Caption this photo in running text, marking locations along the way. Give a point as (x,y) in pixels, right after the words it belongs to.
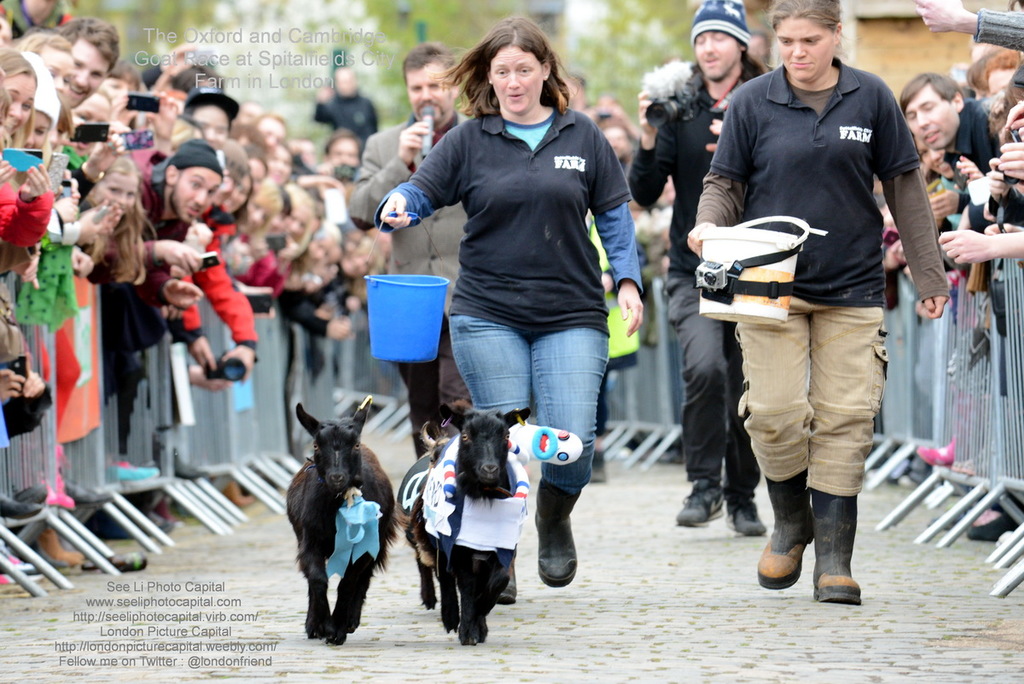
In this image there are two animals (477,529) walking on the path (576,630) behind them there are few people (695,211) holding objects (735,275) in their hands (640,299) and following the animals (436,548). On the right (1000,178) and left side of the image (171,260) there are few spectators (317,227) and railing (945,385) in front of them.
